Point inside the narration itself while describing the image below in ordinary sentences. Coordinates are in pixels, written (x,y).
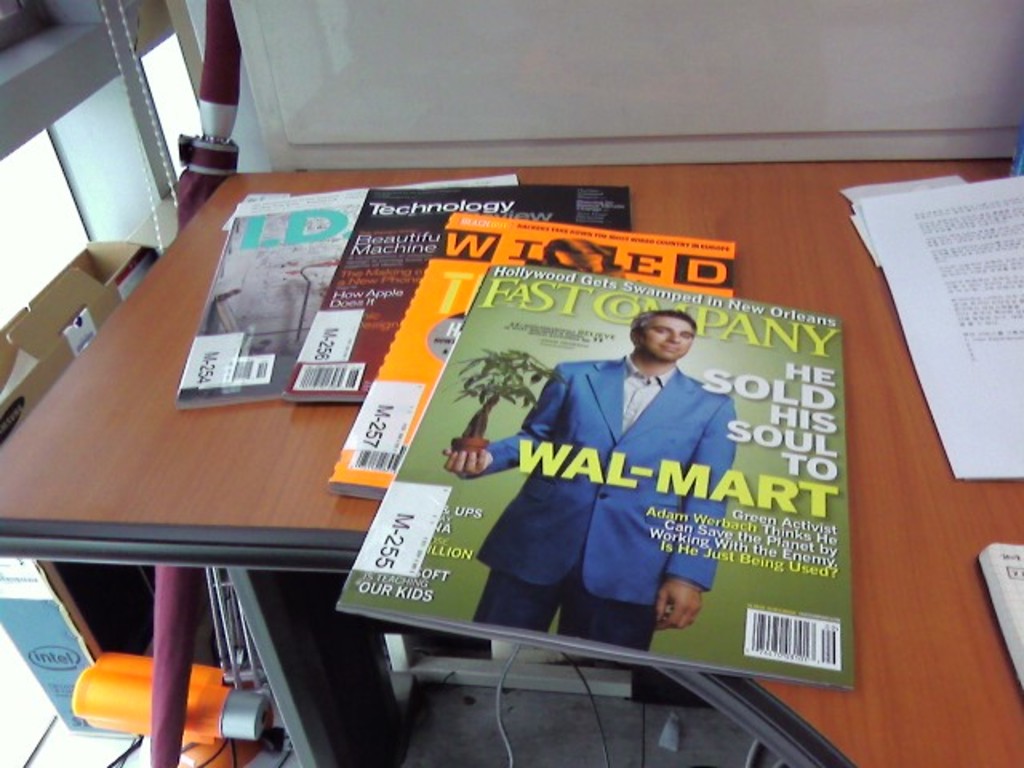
In this image there is a table (677,213) and we can see books (586,400) placed on the table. On the left (88,641) there is a cardboard box (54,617) and an object (127,670). In the background (287,139) there is a board (350,46).
